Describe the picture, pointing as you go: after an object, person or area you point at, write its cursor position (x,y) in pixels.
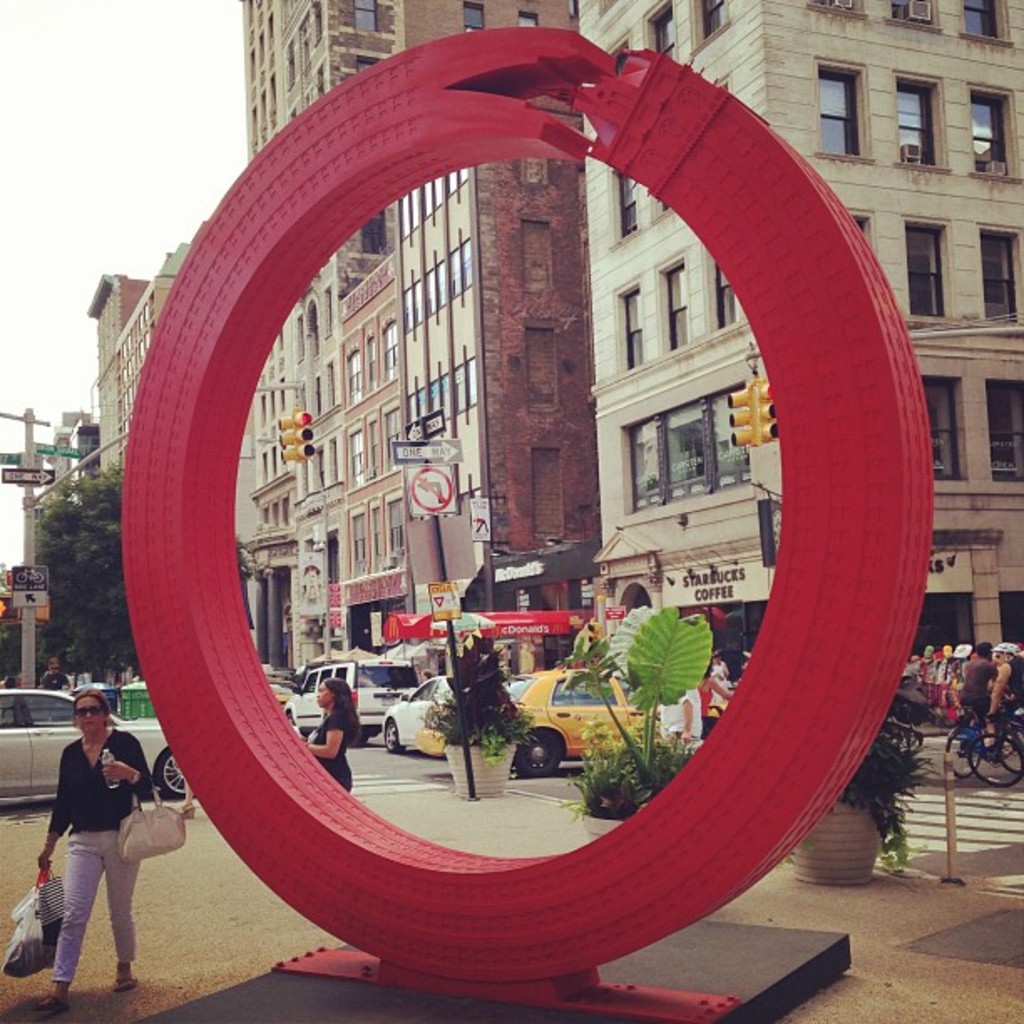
In the foreground of the picture (206,261) there is a ring like sculpture (310,879). On the left (117,843) there is a woman (94,806). In the center of the picture (481,384) there are buildings (468,456), trees (45,524), plants (512,716), people (969,667), vehicles (403,680), poles (29,545), signal lights (743,404), boards (427,531) and many other objects (938,654). At the top left (149,137) it is sky (118,167).
